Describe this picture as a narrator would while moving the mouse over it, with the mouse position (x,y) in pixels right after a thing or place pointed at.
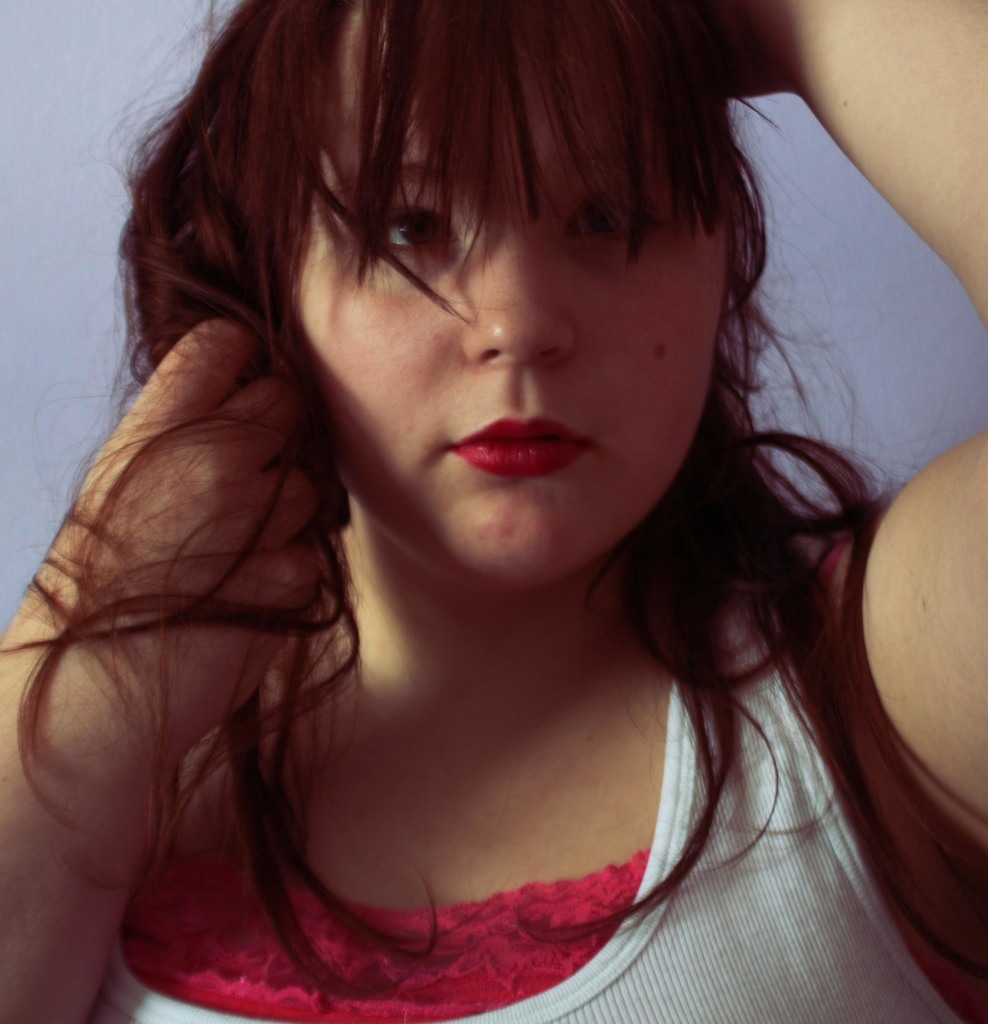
In the image there is a woman (391,414) in the foreground (643,810).
